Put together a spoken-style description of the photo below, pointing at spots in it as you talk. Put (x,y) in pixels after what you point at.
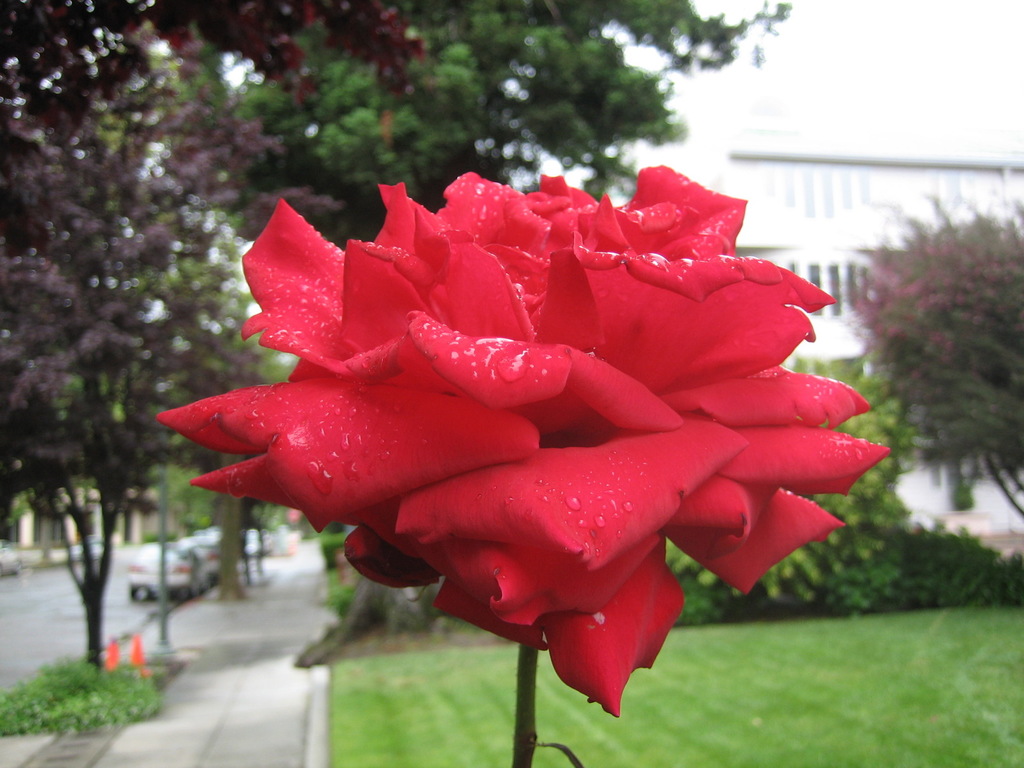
We can see red flower (554,499) with stem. In the background (838,667) we can see grass (851,656), plants (967,597), trees (973,414), vehicles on the road (113,565), pole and building (747,170).
